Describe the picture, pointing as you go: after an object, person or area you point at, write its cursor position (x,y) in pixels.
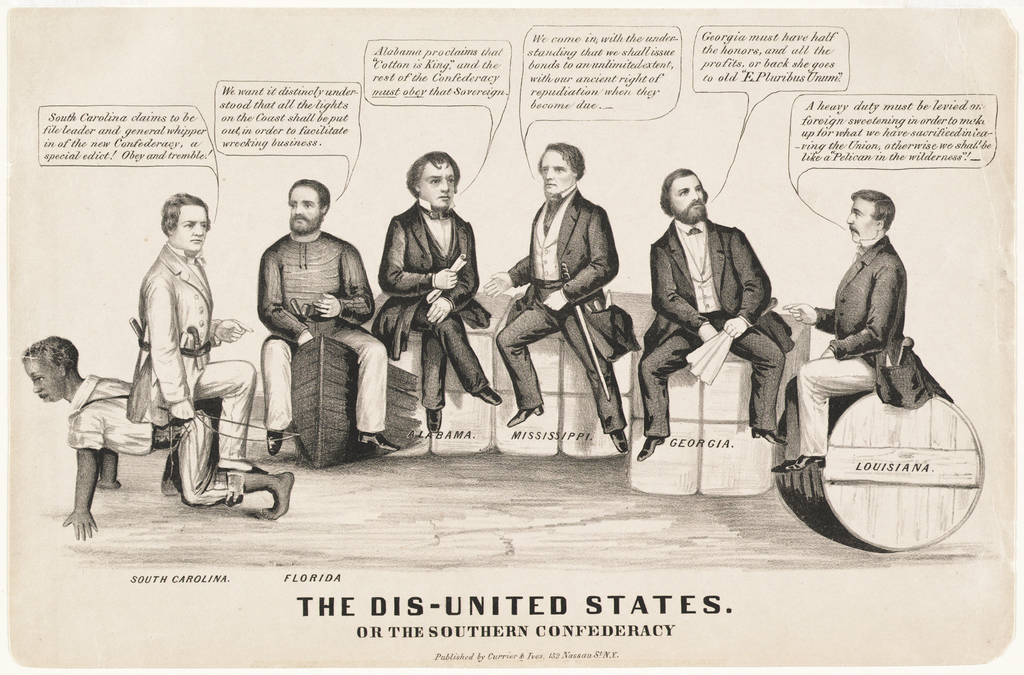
In the center of the image (428,334) we can see a poster (423,330). On the poster (435,343), we can see a few people (654,362) are sitting on some objects (394,415) and they are in different costumes (841,359). Among them, we can see one person (175,412) is sitting on the other person (183,444) and a few people (684,328) are holding some objects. And we can see some text (440,653) on the poster (296,527).
